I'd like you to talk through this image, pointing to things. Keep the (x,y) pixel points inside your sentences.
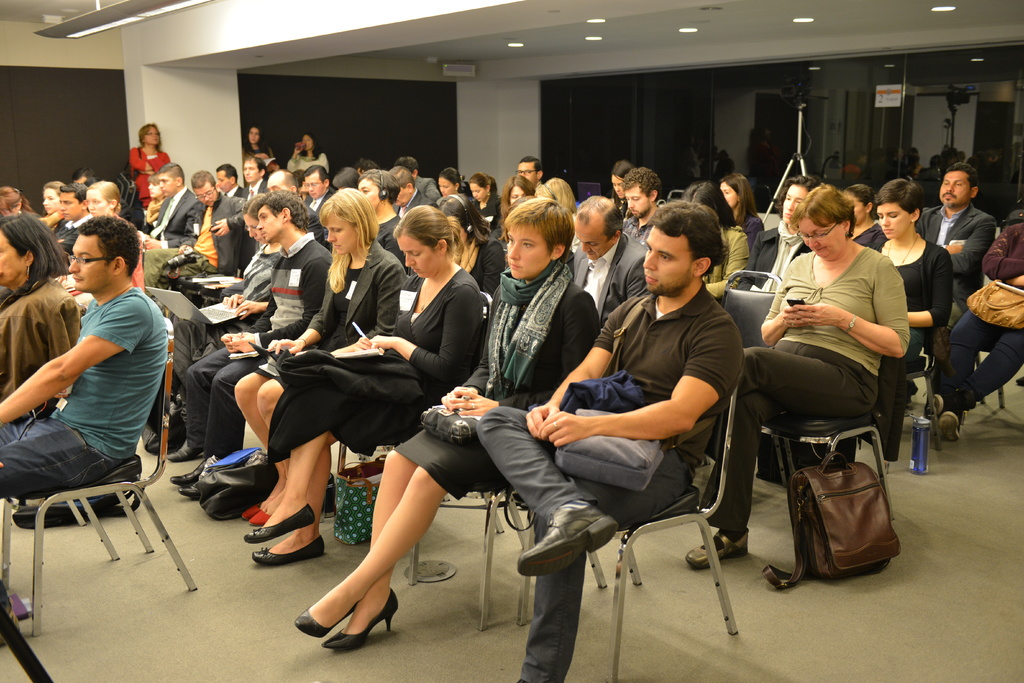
This is an inside view of a room (615,554). Here I can see a crowd of people (341,320) sitting on the chairs (717,458) facing towards the left side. There are few bags (822,504) placed on the floor (736,599). In the background (246,154) three women (163,154) are standing and also I can see two pillars (194,105). On the right side (800,143) there are few metal stands (794,155). At the top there are few lights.
